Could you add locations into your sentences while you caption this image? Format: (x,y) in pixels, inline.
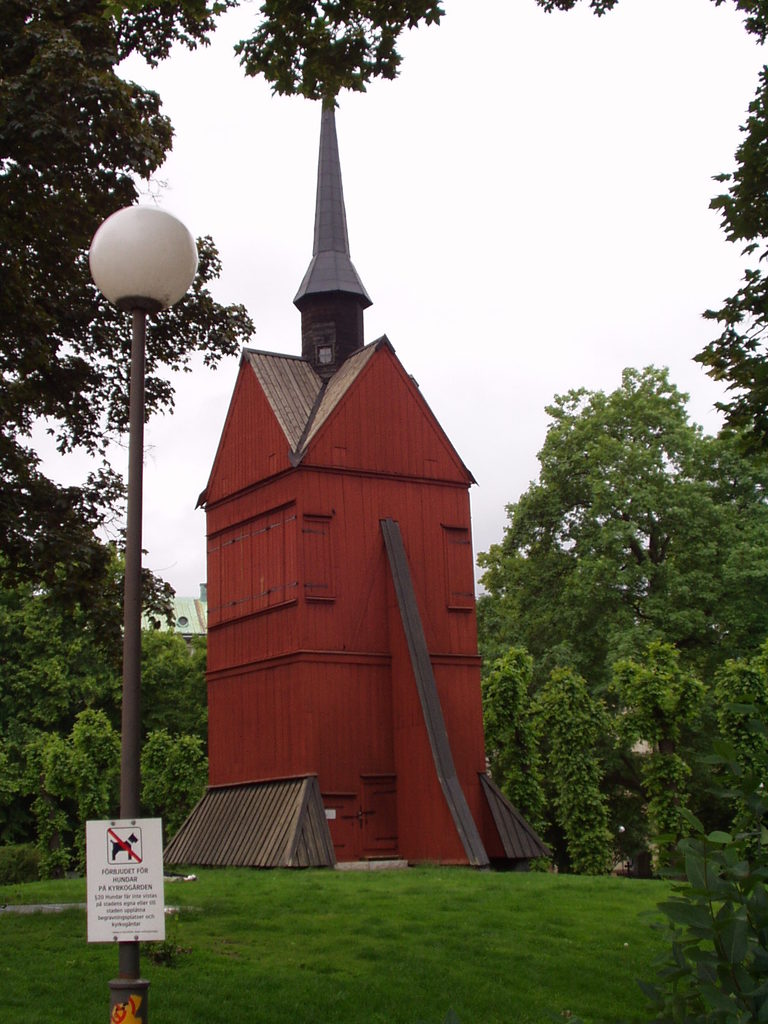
This looks like a building (374,698). I can see the grass (326,937). This is a signboard (128,854), which is attached to a light pole (125,996). These are the trees (65,291) with branches (547,635) and leaves (620,698). I can see a spire (321,155), which is at the top of a building (314,298). This is the sky (454,229).
